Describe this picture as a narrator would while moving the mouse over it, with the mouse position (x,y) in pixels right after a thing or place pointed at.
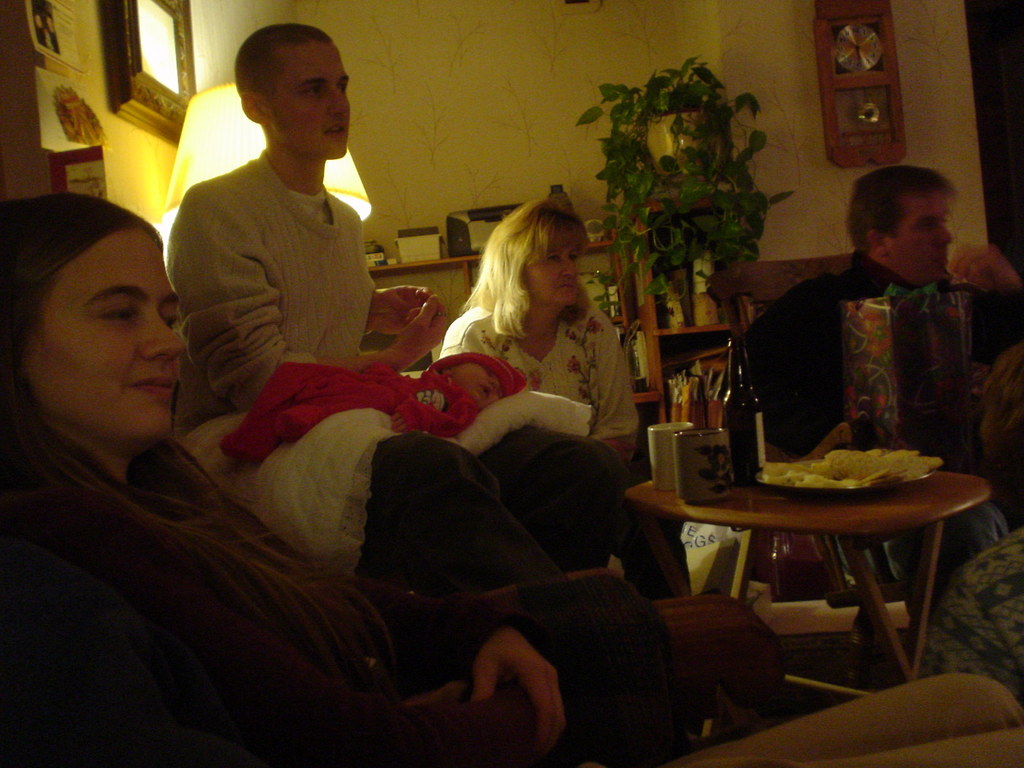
In this image I can see few people (23,503) are sitting, Here on this table (672,494) I can see two cups (729,466), food (807,472) in plate (800,484) and also I can see a plant (634,205) in the background (626,220).
